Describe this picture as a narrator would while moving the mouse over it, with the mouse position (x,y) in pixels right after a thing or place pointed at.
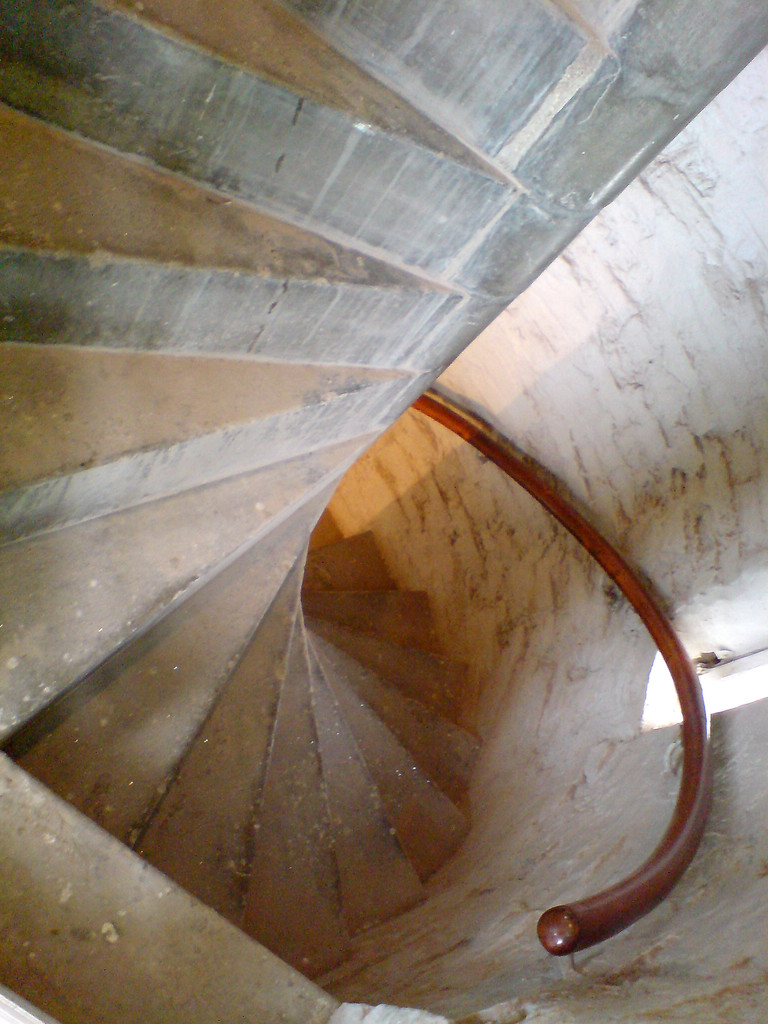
As we can see in the image there is a white color wall (617,450) and stairs (185,680).
